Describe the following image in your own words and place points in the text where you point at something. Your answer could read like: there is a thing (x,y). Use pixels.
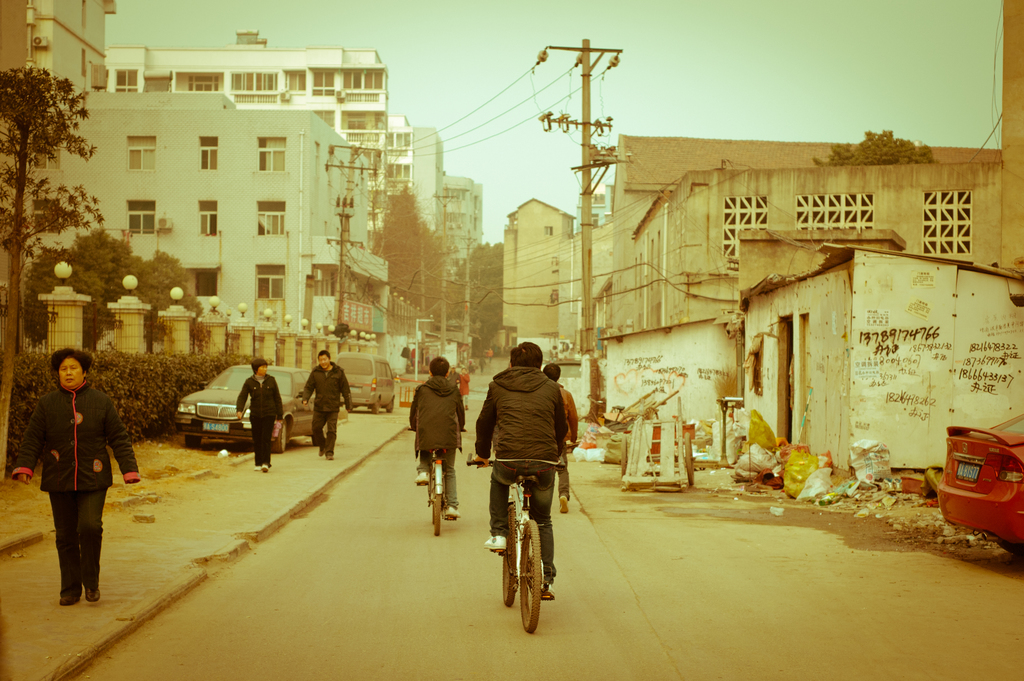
In the image there are few people (132,456) walking and some of them are riding cycle (532,482) there are also current poles (582,113) beside them there are some houses (473,197), in the background (504,184) there are trees (484,250) and sky (570,140).
